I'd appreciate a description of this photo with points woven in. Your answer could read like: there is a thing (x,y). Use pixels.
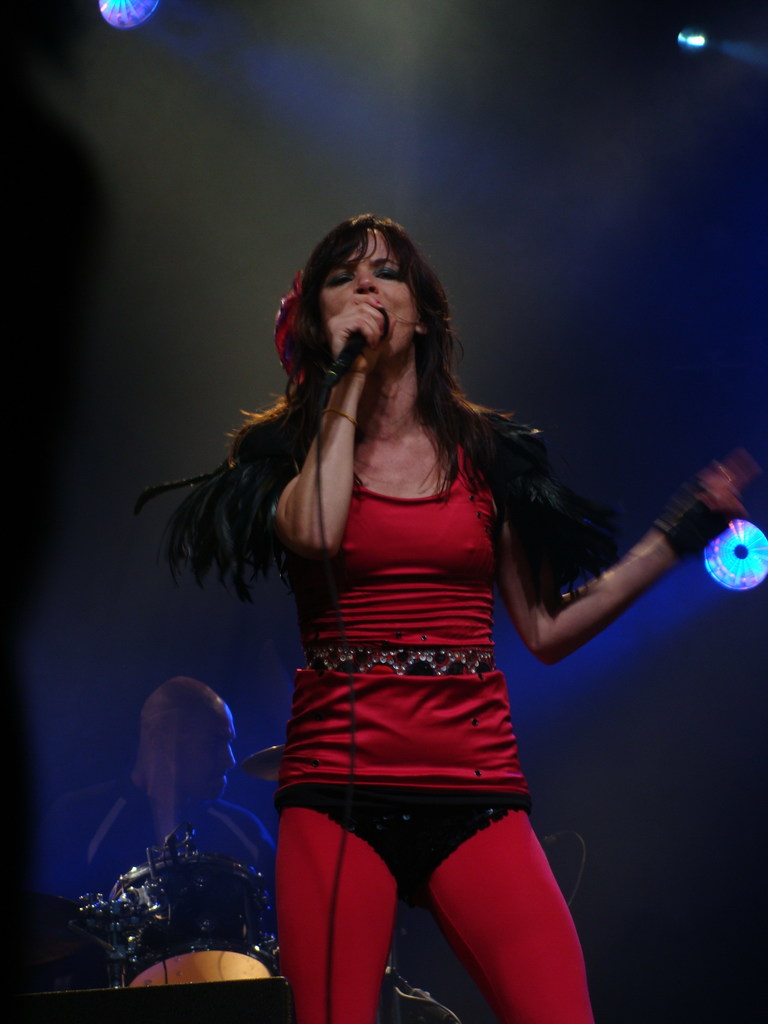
In this picture we can see a woman (324,858) standing and holding a mic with her hand (359,323) and at the back of her we can see a man (197,822), drums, lights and in the background (201,284) it is dark.
